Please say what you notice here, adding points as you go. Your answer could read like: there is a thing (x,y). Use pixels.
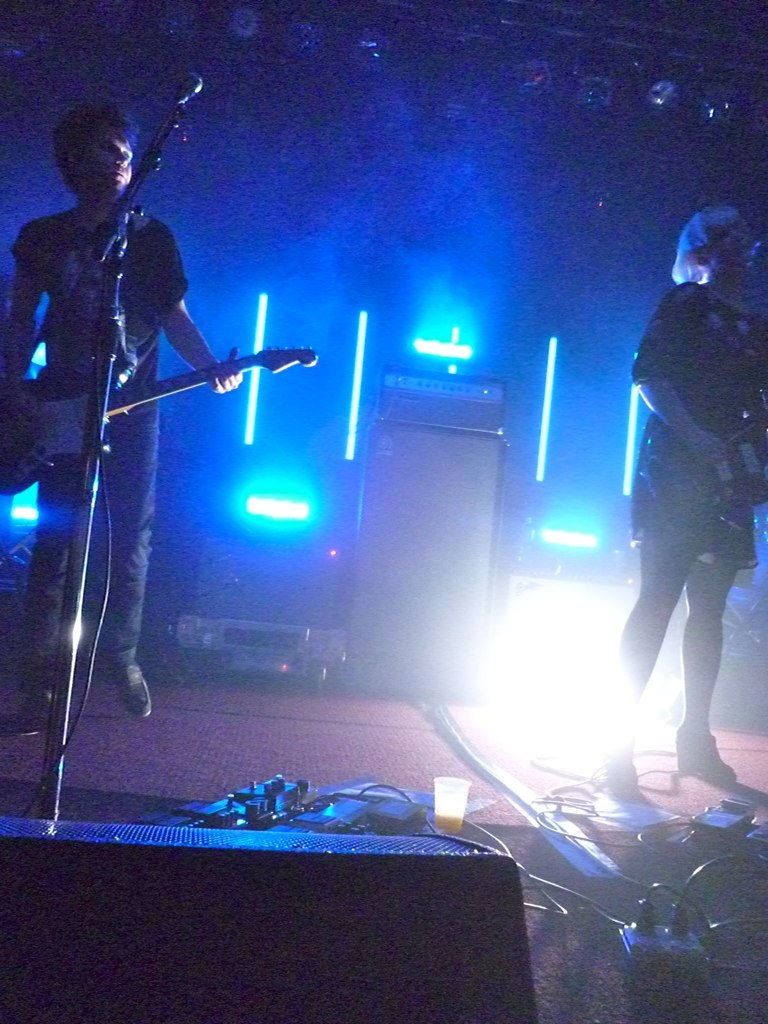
In the image there are two people (759,350) man (180,334) and a woman (662,538). Who are holding their musical instrument (752,458) and standing in front of a microphone (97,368) to play music with it, in background (376,509) we can see speakers (449,545), lights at bottom (727,816) there is a switch board (661,940), wires (671,892) and a glass (457,806).
